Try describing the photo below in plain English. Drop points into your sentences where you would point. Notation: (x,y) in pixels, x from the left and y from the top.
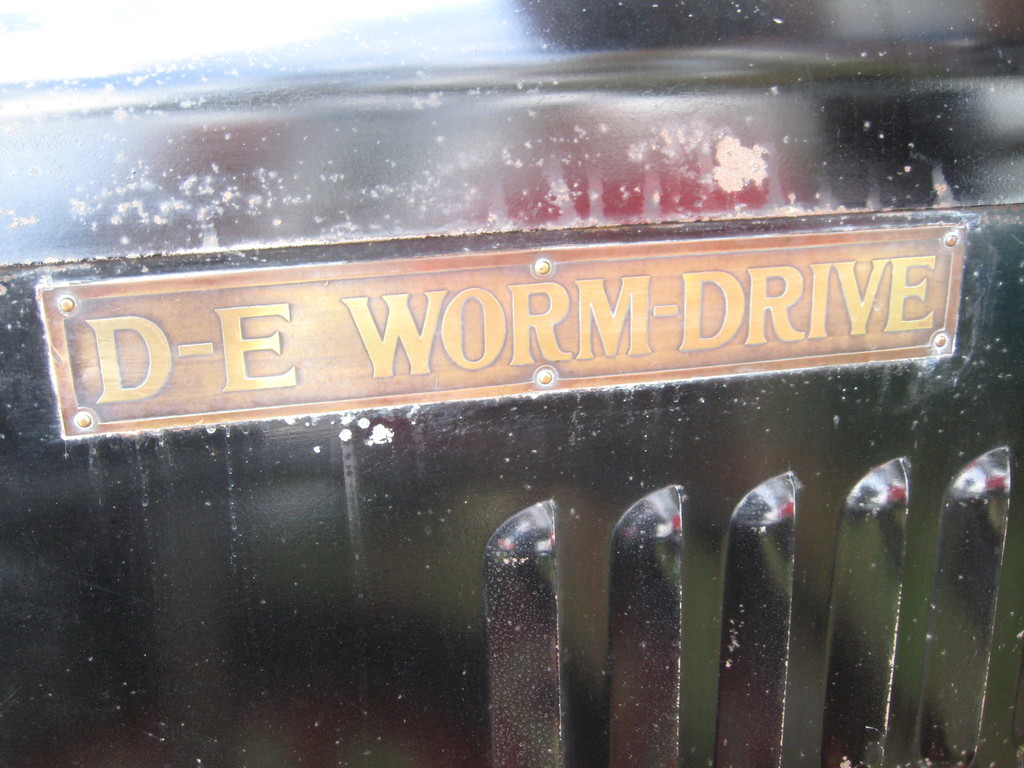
In this image I can see a black colored object (633,512) and an orange and yellow colored board (360,295) to it.
